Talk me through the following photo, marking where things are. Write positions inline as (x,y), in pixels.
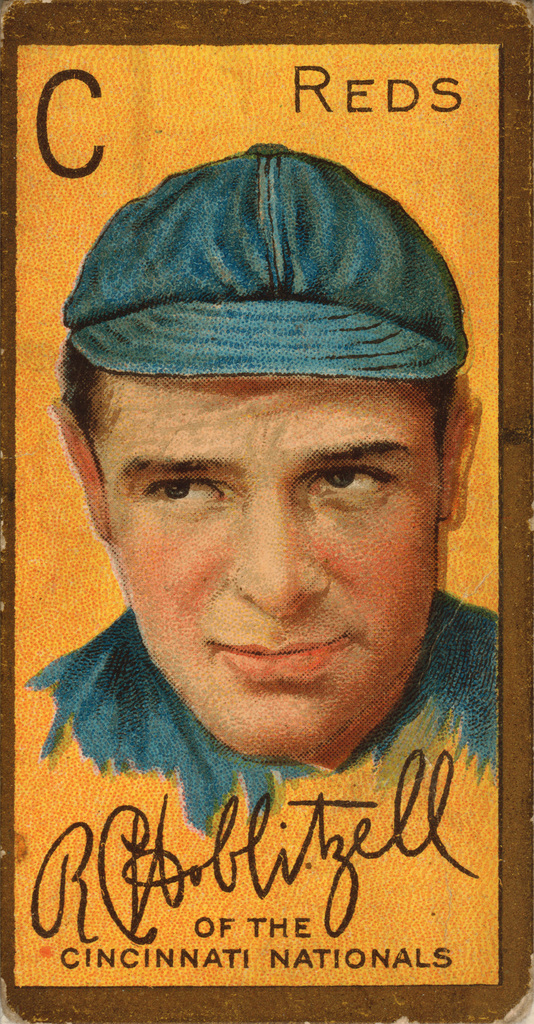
This image consists of a poster (267,480) on that in the middle (259,569), there is a man (282,298), he wears a shirt (138,695) and cap (233,288). At the bottom (226,927) there is a text (186,914). At the top (302,98) there is a text (68,171).
